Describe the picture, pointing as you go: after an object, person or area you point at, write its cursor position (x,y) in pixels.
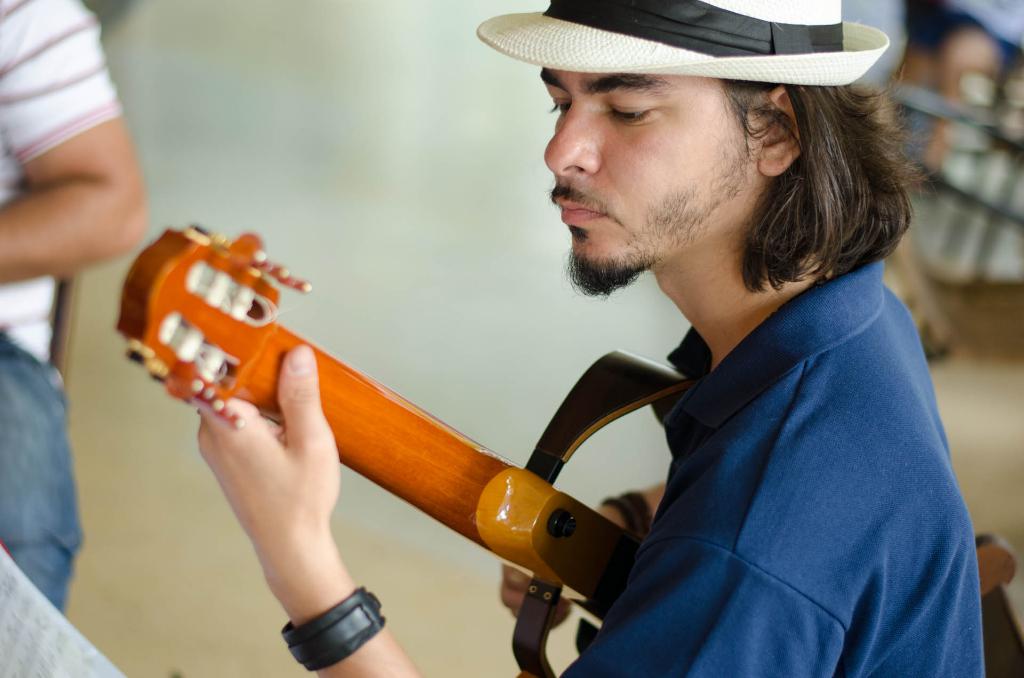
In this image i can see a man (756,471) holding a guitar (557,498).
